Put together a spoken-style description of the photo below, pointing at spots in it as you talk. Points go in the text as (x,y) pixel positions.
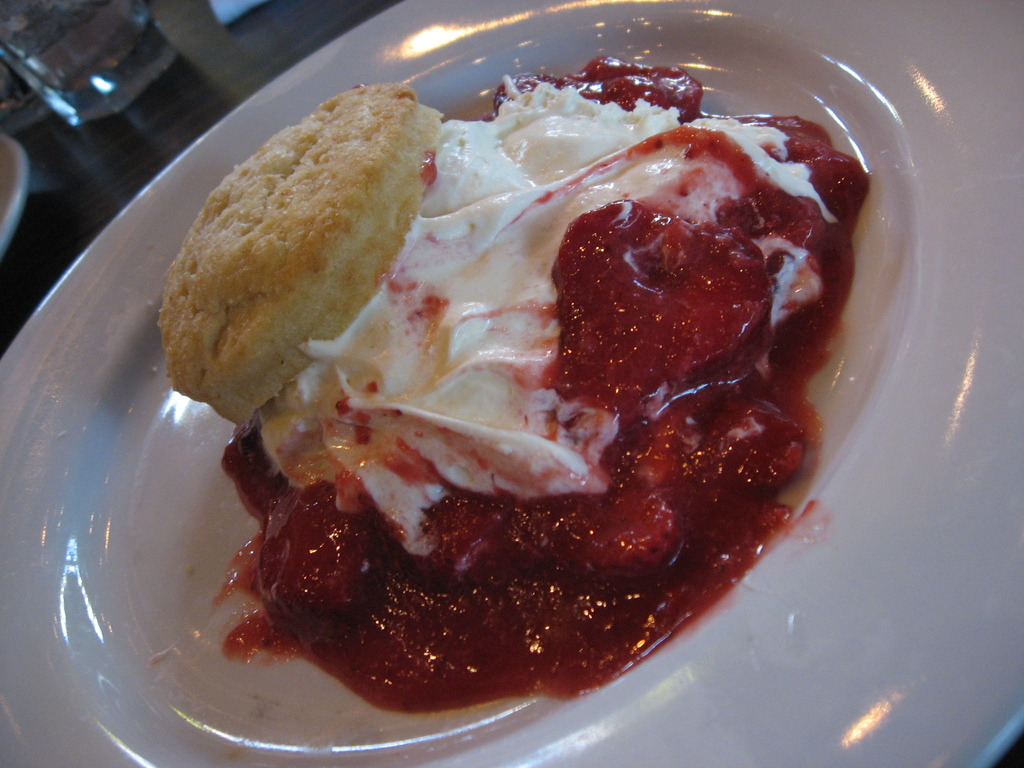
This is a table (147,127). I can see a plate (302,121), glass (129,88) and few other objects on the table (159,132). This plate (217,154) contains a food item (473,403) in it.
